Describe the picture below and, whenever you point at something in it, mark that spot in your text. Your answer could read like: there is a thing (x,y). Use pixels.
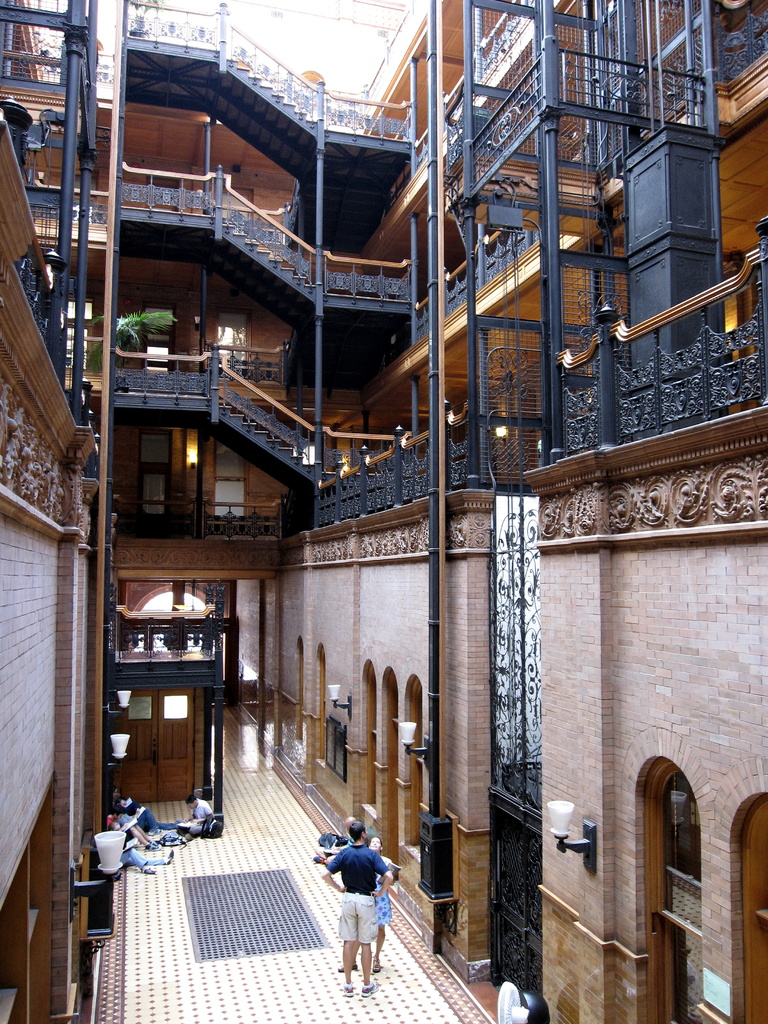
In this picture we can see people (353,858) standing and sitting on the floor (272,846). We can see the stairs (213,218) and lights (331,693). We can see a plant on the left side of the picture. This is an inside view picture of a building (475,774).
